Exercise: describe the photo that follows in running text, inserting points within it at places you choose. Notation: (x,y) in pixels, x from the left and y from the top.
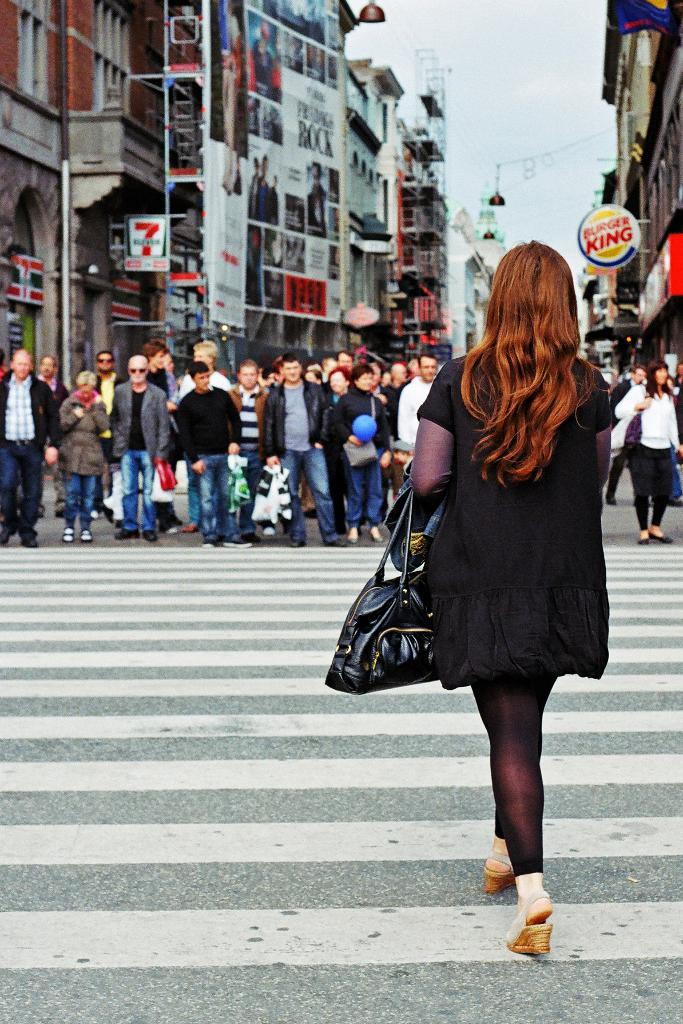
In this image in the foreground (472,500) there is one woman (515,541) who is walking and she is holding a handbag (380,588), and in the background (243,445) there are some people (652,403) who are standing and also there are some buildings (309,154), poles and some wires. At the bottom (374,931) there is a walkway (437,873).
